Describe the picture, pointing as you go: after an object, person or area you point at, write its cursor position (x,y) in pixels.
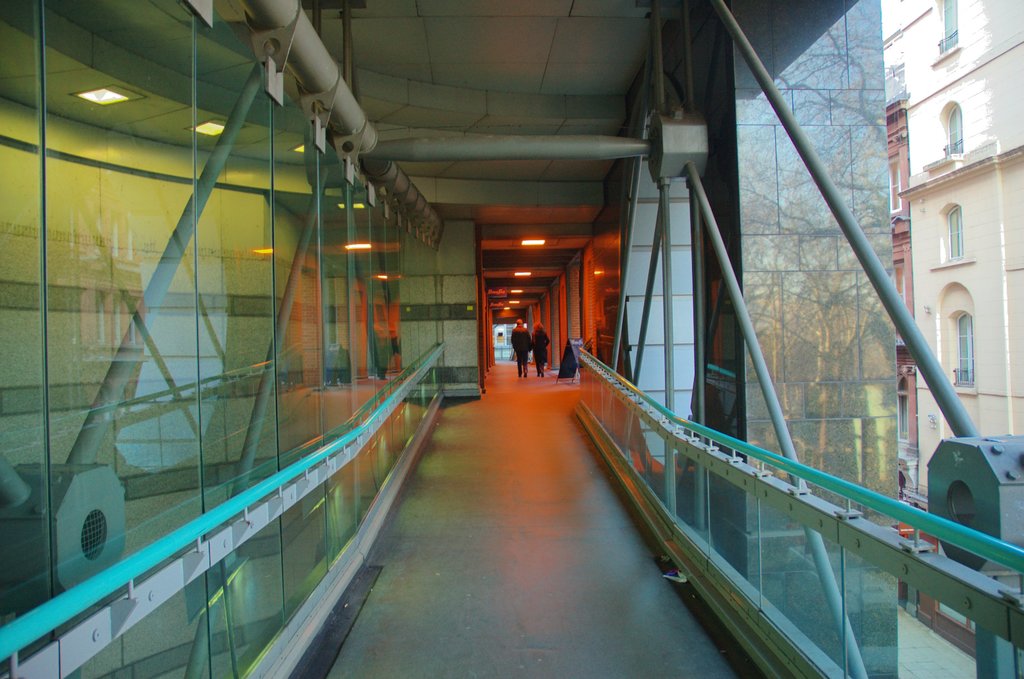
In this image we can see railing (609,447), glass objects (133,280), metal objects (666,329) and other objects (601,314). In the background of the image (544,348) there are persons (527,345), lights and other objects (556,283). On the left side of the image (218,259) there is the glass (296,163). Through the glass (111,299) we can see lights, wall (171,190) and other objects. On the right side of the image (758,332) there is the glass (883,346). Through the glass (883,346) we can see a building (939,210), trees (880,322) and the sky (884,27). At the top of the image (510,87) there is the roof (585,77) At the bottom of the image (627,644) there is the floor (645,625).
